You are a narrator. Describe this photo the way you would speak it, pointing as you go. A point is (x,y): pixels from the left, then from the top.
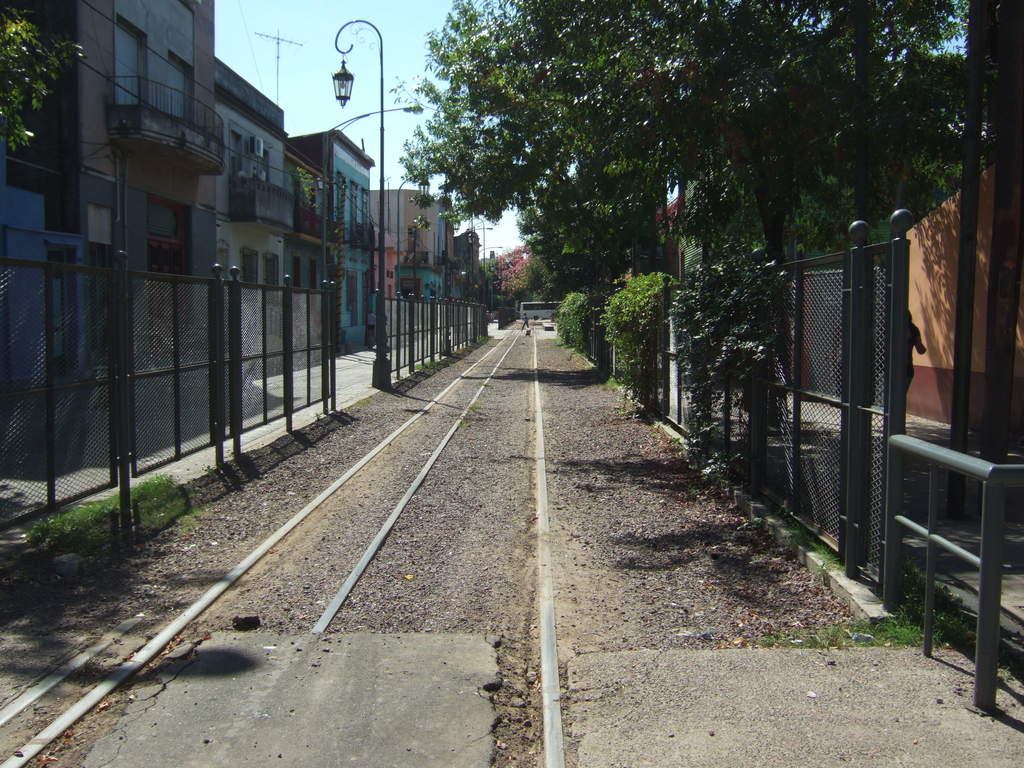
At the bottom (452,543) there is a road (468,531). On both sides of the road (460,397) I can see the railings (796,360), poles (218,390), trees (632,261) and buildings (21,213). At the top of the image (310,22) I can see the sky (322,16).
